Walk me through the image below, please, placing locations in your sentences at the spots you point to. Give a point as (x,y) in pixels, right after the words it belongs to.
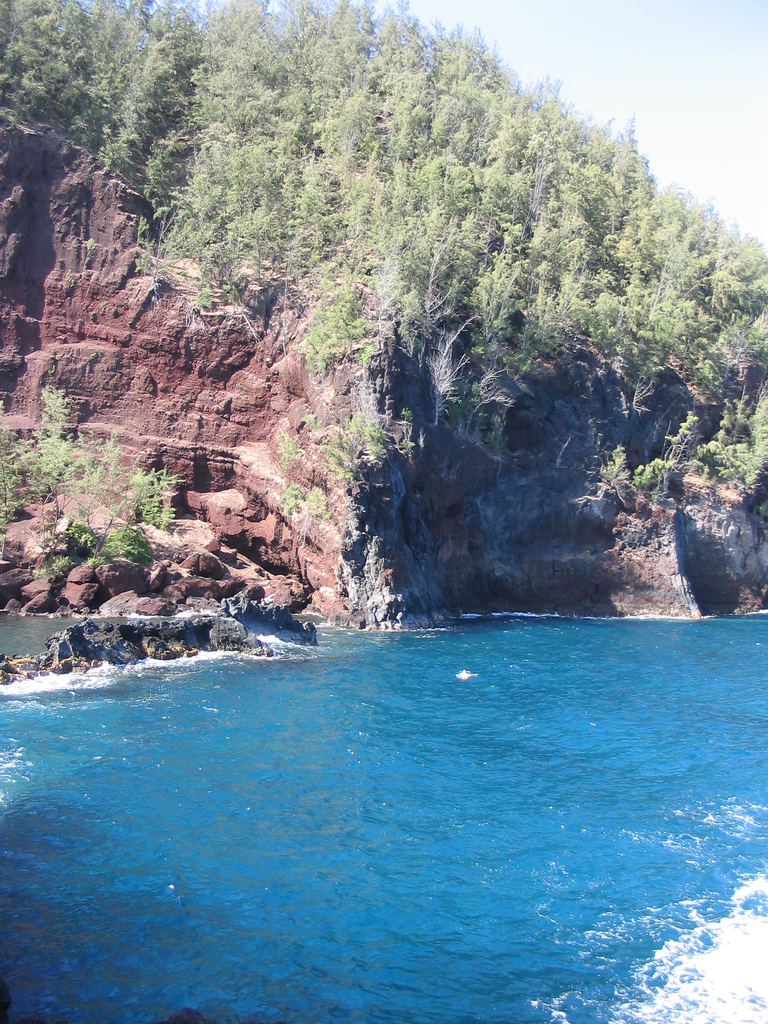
In this image we can see many plants (374,171). There is a hill (215,454) in the image. We can see the sky (701,72) in the image. There is a sea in the image.
